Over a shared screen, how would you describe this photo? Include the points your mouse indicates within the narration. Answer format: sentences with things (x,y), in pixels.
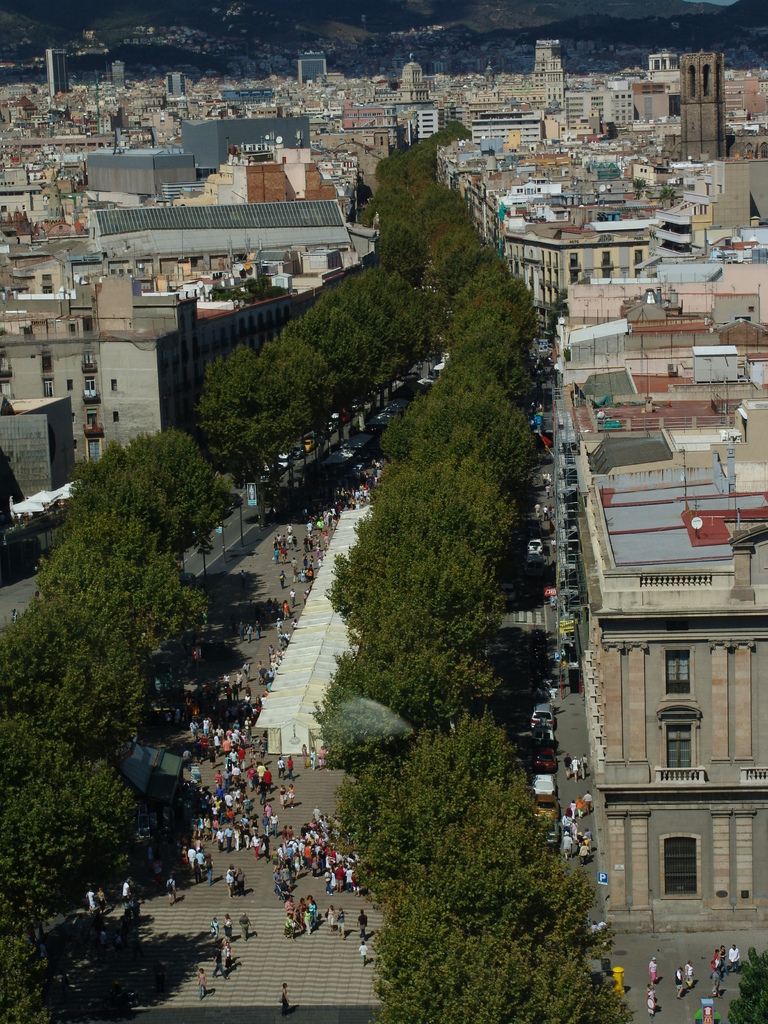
In this picture we can see buildings (589,455), trees (350,565), boards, vehicles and people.
